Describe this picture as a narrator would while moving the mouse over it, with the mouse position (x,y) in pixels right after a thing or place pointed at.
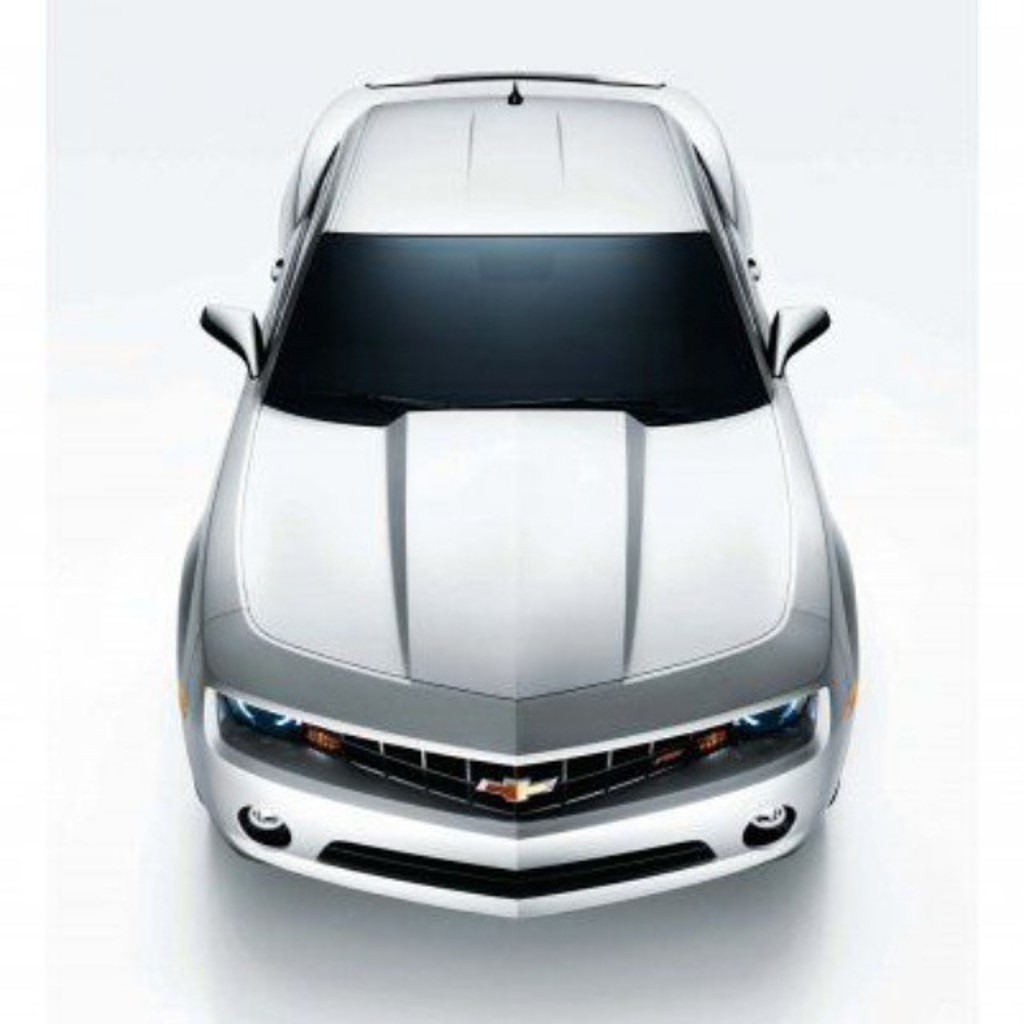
In this image there is a car (577,710) on the surface (245,950) which is in white color.
